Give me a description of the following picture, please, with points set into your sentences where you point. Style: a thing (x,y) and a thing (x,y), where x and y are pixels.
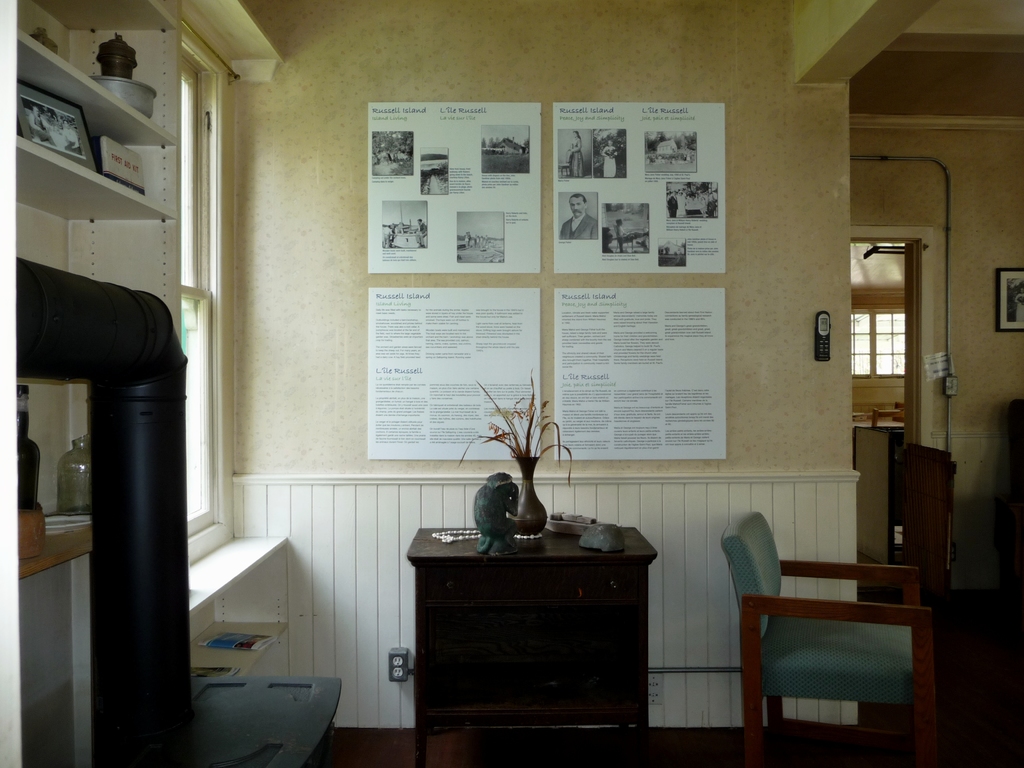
In the image we can see on the table (512,539) there is vase (534,502) in which there are flowers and on wall (556,281) there are posters (430,233) which are pasted and in shelf (89,463) there are other decorative items (72,494) and there is a chair (904,616) and there is a room (865,390) inside and there is a cordless phone (826,351) which is attached to the wall (821,398).
